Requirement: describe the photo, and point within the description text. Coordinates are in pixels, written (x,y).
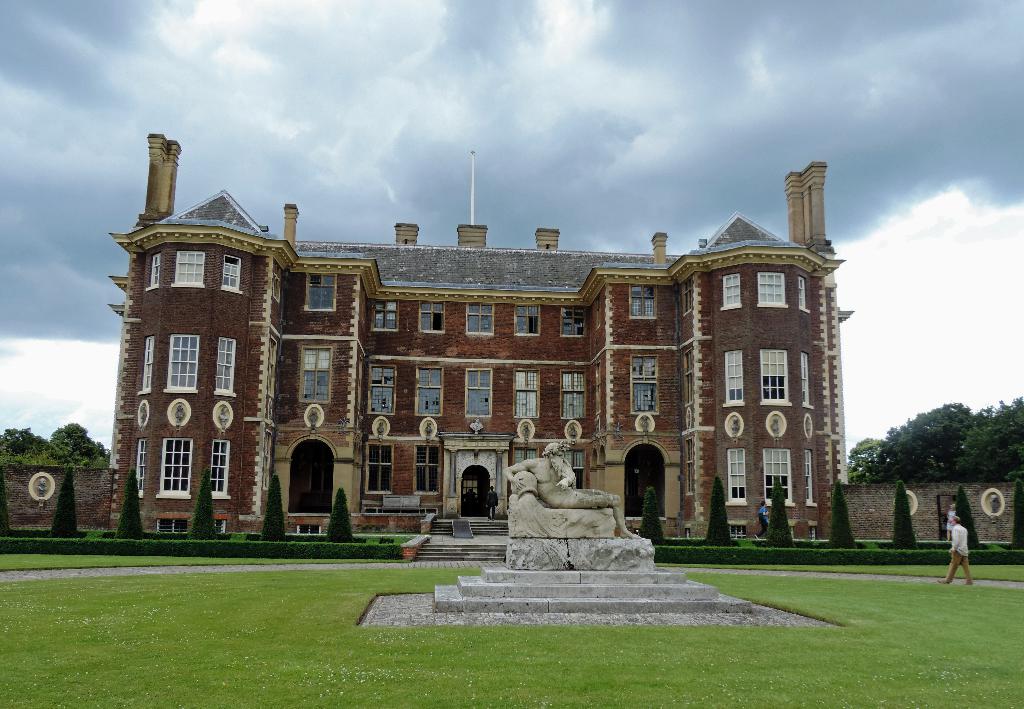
In this picture I can see a statue of a person (608,611), there is grass (791,593), there are plants (773,516), trees (782,525), group of people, there is a building (659,235), and in the background (590,59) there is sky (459,47).
